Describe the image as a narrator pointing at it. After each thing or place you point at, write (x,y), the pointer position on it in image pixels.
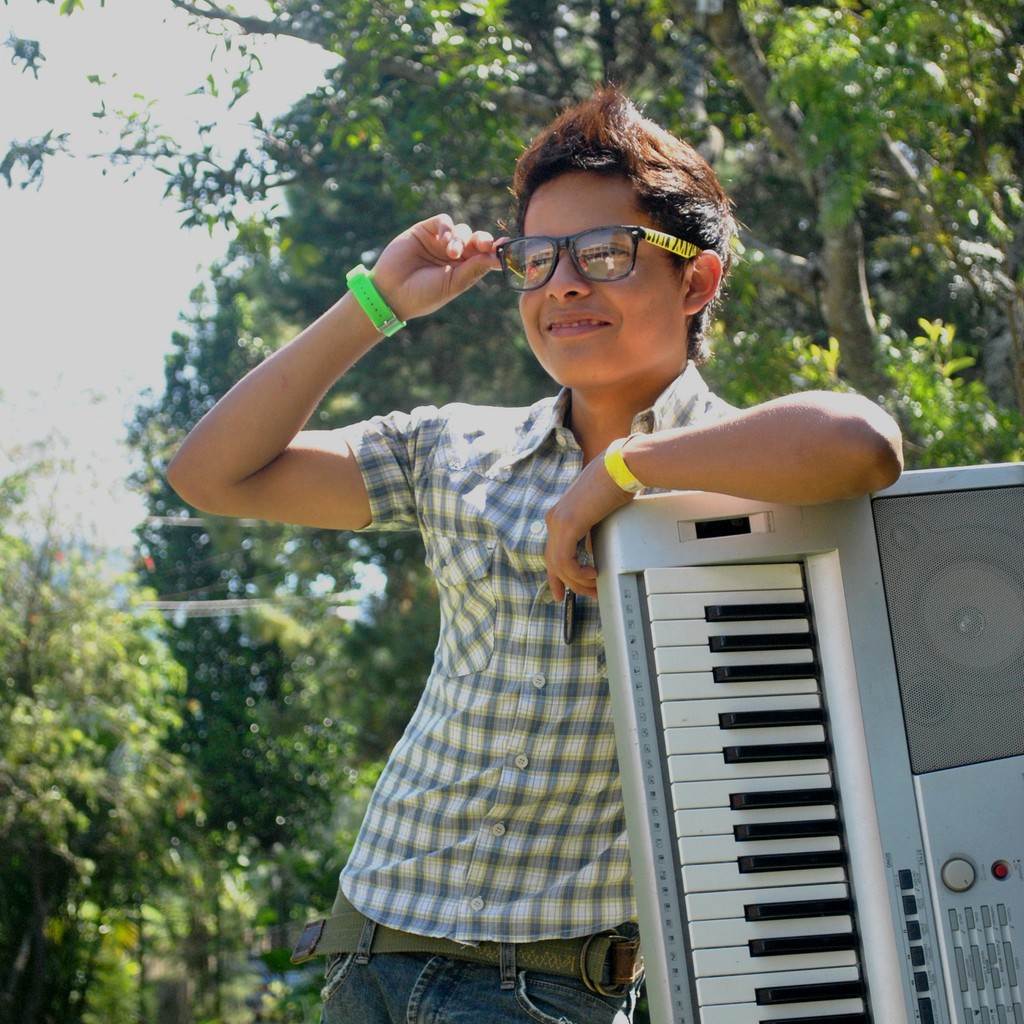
This picture is of outside. In the center (579,359) there is a man (515,470) wearing shirt (504,481), smiling and standing. On the right (736,675) there is a musical keyboard (822,795). In the background (190,62) there is a sky (248,45) and trees (708,109).
